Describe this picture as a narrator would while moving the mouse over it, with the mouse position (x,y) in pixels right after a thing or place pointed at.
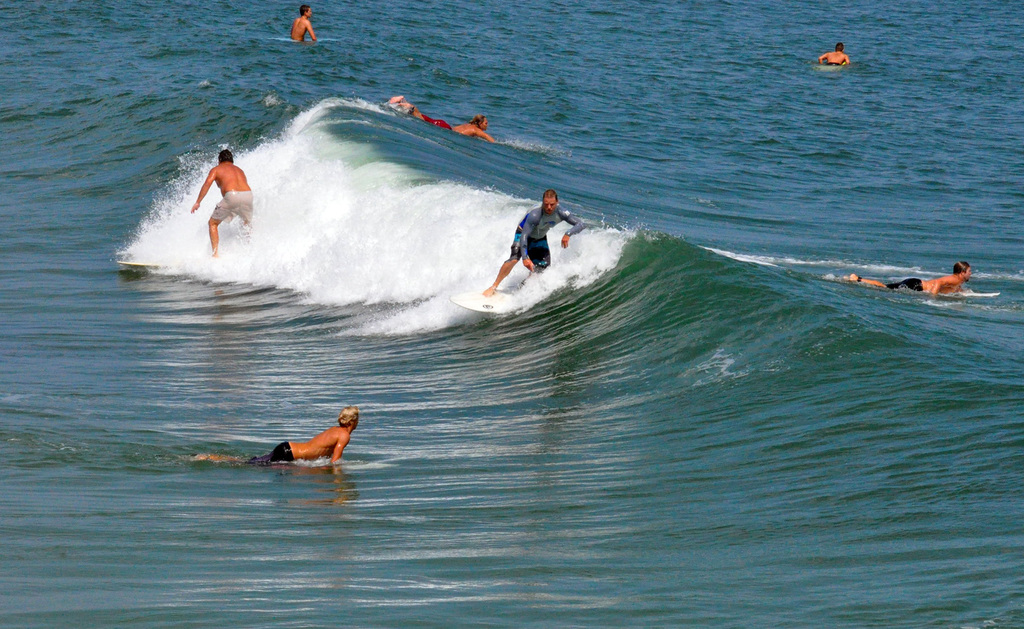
In this image we can see people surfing in water (503,202).
